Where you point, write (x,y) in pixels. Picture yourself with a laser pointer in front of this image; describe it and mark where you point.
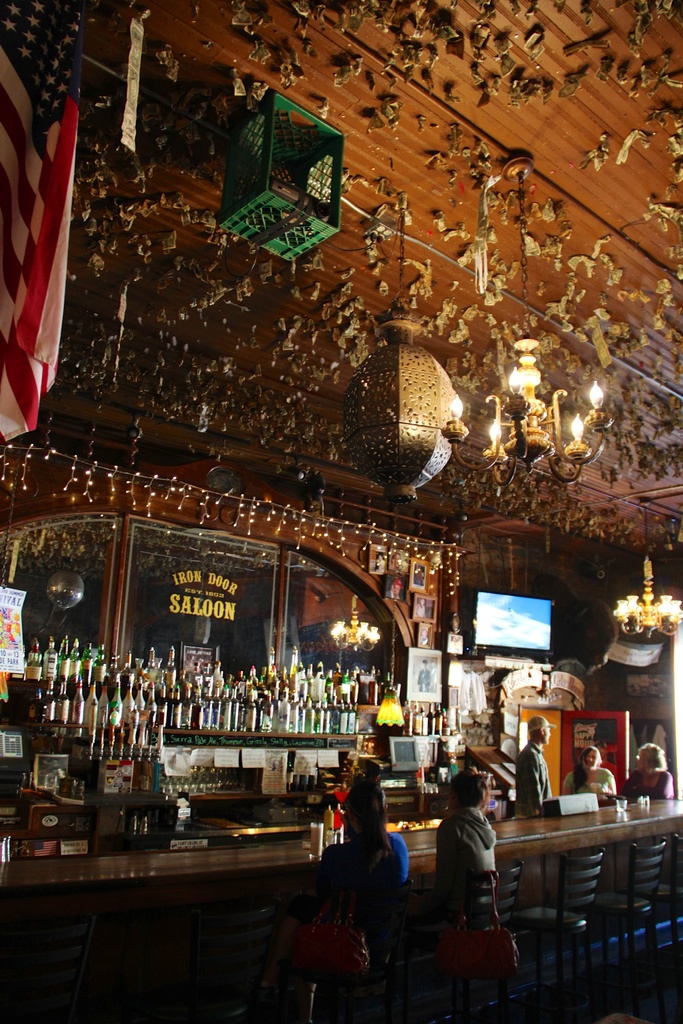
In this image we can see bottles (208,718) on the table (579,820). At the bottom of the image (363,833) we can see chairs (384,895) and persons (363,879) sitting at the table (296,848). We can see glasses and persons (651,787) on the right side (571,785). On the top of the image (7,44) there is a flag (13,243), a container (277,244), lights (388,364) and some objects (356,357) on the roof (396,281).
